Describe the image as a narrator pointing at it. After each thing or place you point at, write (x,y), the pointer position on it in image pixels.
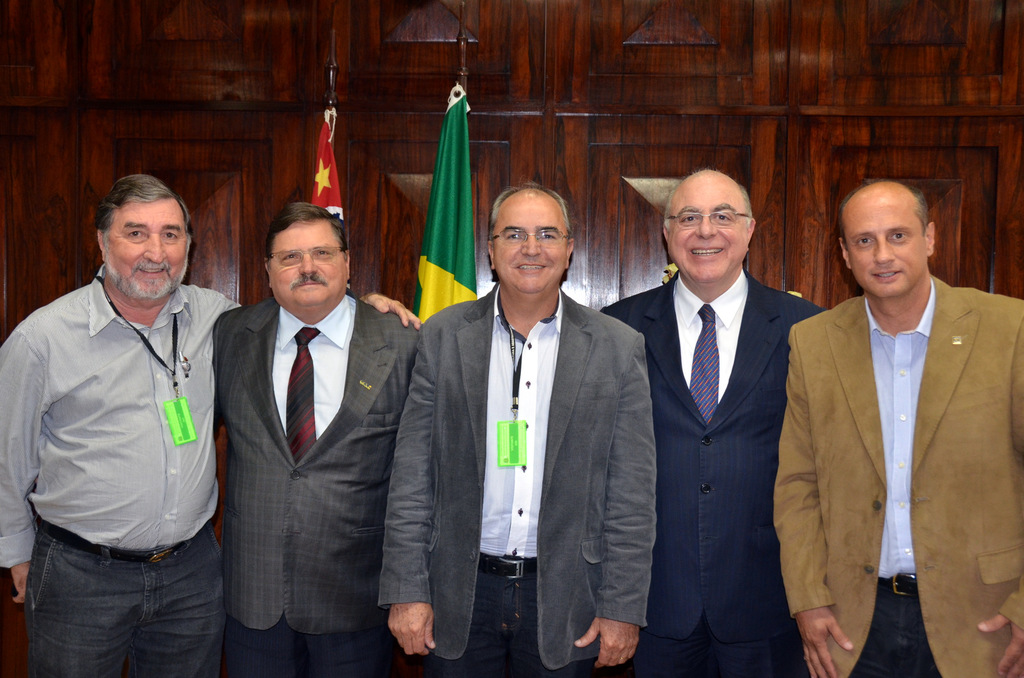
In front of the picture, we see five men (591,440) are standing. They are smiling and they might be posing for the photo. Two of them are wearing the green ID cards (507,444). Behind them, we see the flags (335,218) in red, yellow and green color. In the background (236,114), we see the wooden wall (697,117) which is brown in color.
